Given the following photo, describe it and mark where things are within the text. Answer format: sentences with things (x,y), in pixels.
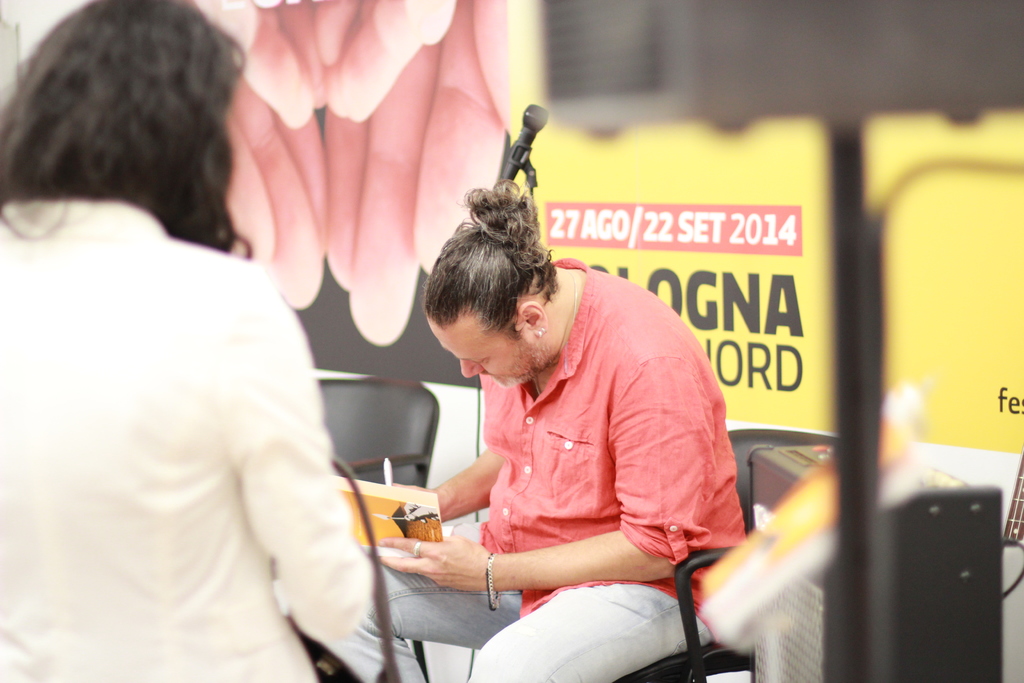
In the image we can see there are two people (513,360) wearing clothes (271,560). One person (585,536) is sitting and the other one (167,551) is standing. Here we can see the person (504,510) wearing the bracelet (491,560), earrings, finger ring (414,544) and holding a book (399,516) in hand (431,550). Here we can see microphone (519,148), poster (457,149), sound box (804,641) and chairs (388,441).
